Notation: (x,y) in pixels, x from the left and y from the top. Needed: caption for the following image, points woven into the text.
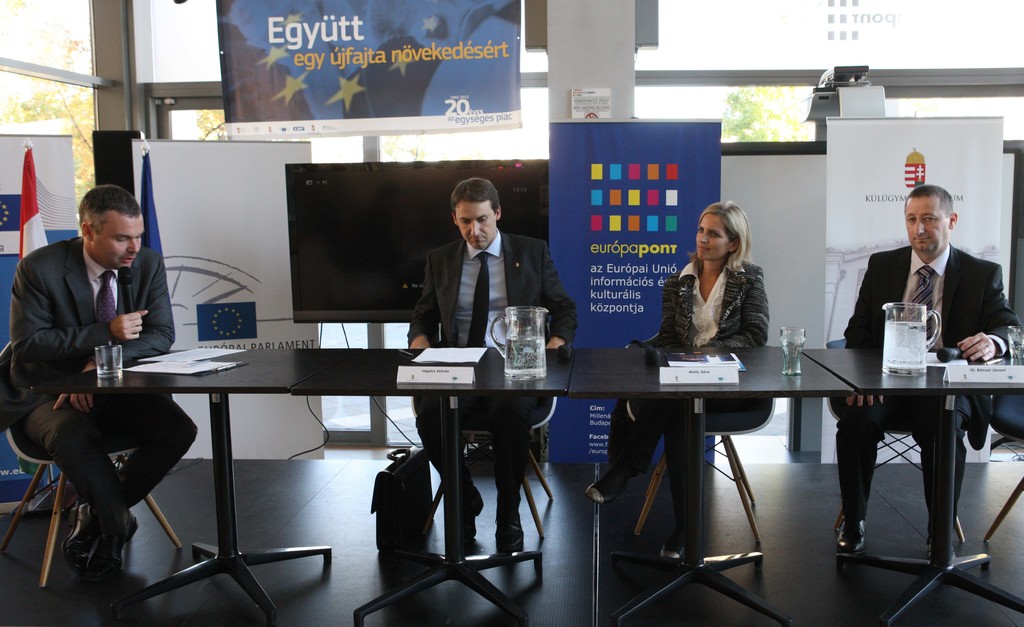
In this image, there is a table (316,371) which is in black color, on that table (890,381) there are some glasses (795,353) and there are some jugs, there are some papers (431,359) on the table (274,366), there are some people (122,430) sitting on the chairs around the table (827,385), in the background (839,202) there are some white and blue color posters (679,199).
